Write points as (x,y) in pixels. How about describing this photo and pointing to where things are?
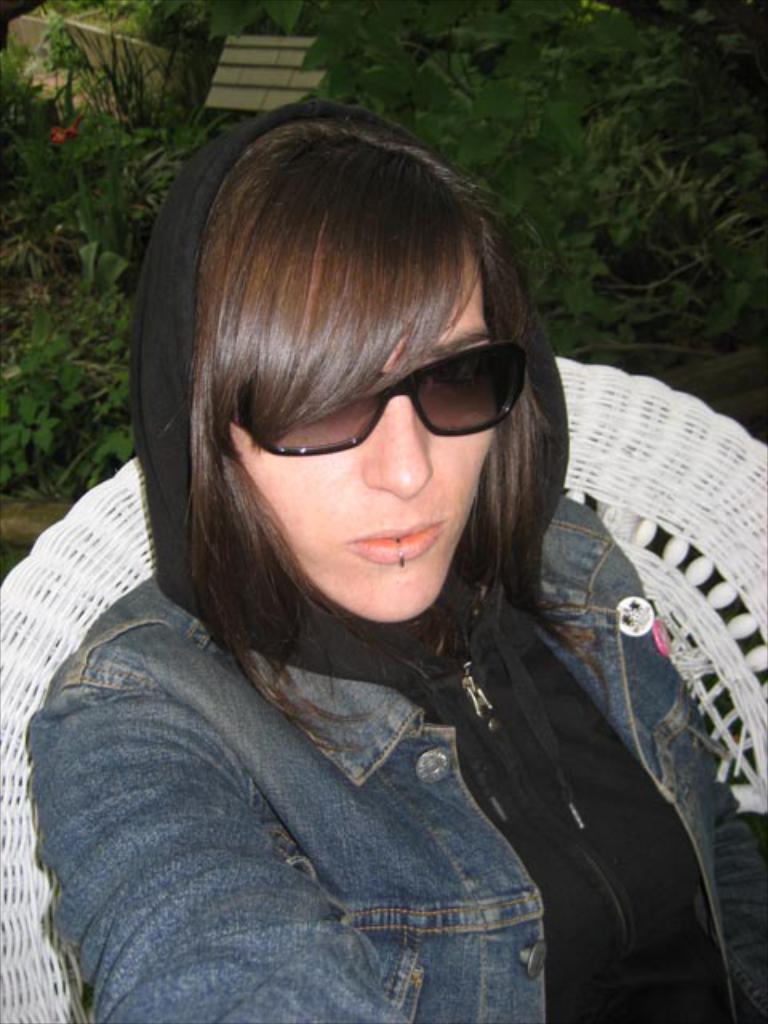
In this picture we can see a person (565,764) and this person (565,761) is wearing a goggles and in the background (699,131) we can see plants (713,132) and some objects (578,428).
